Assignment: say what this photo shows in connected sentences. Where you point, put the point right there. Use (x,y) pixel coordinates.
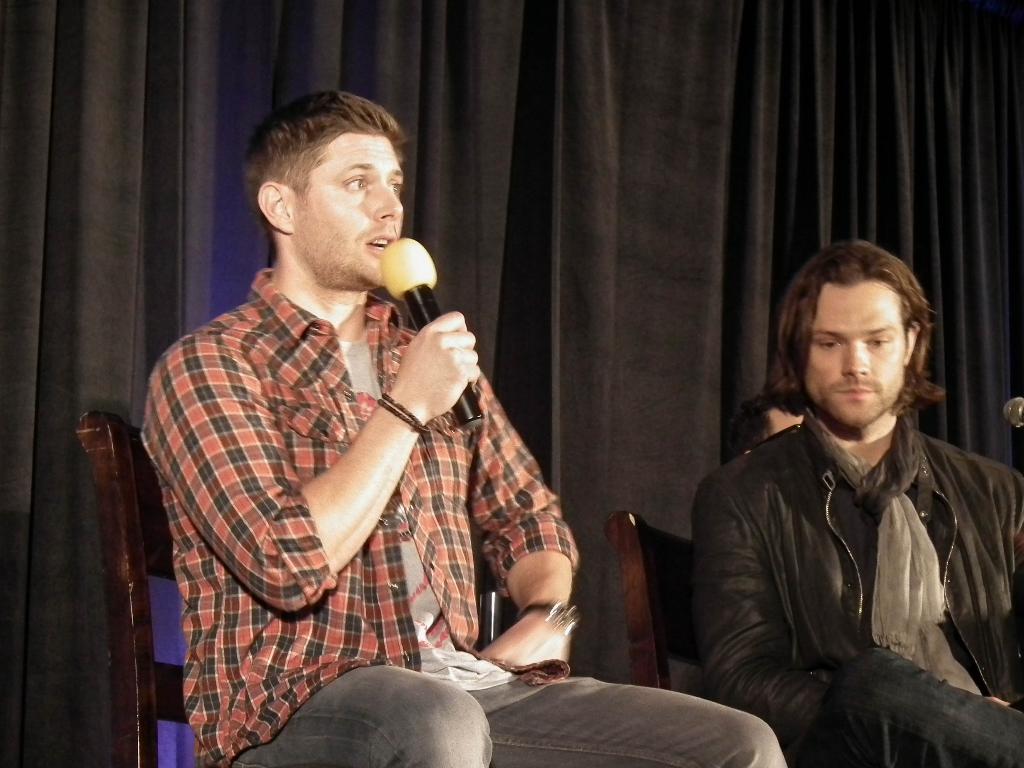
In there is a man (351,586) sat on chair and talking on mic (410,300) and beside him there is another man (784,546) sat on chair (691,594) and in the background (687,88) there is black cloth curtain (681,109).
